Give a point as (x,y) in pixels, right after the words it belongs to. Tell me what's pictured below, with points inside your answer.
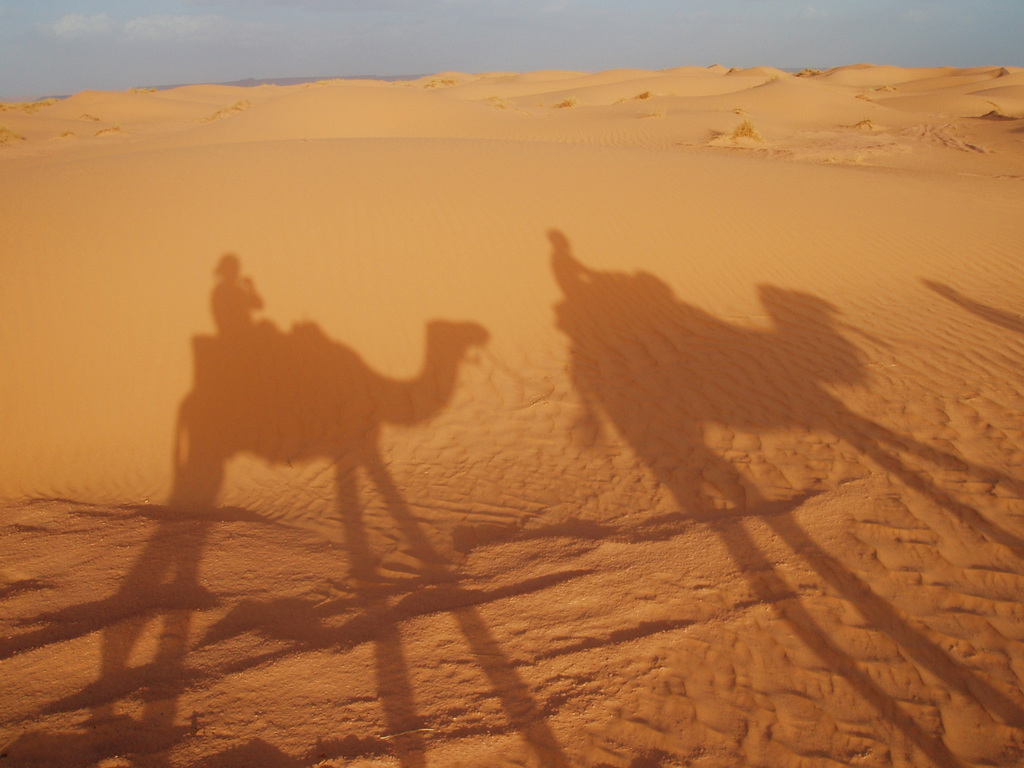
In the image we can see everywhere there is a sand (389,209). On the sand (402,300), we can see shadow (279,442) of two camels (350,488) and persons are sitting on it. We can even see a cloudy sky (146,56).
